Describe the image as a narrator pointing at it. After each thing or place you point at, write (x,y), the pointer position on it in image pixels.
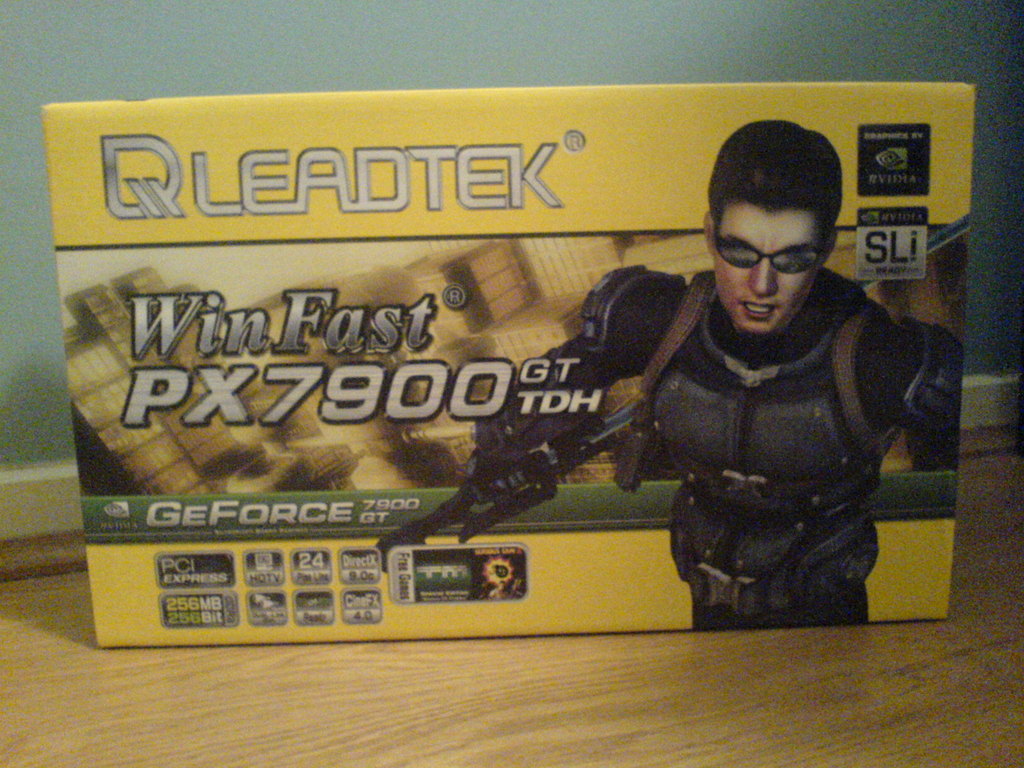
In this picture I can see the brown color surface (109,660), on which there is a box (482,198) and on the box (359,221) I see something is written and I see a depiction of a man (796,398) and I see that he is holding a thing (429,526). In the background of this image (622,41) I see the wall (34,419).
